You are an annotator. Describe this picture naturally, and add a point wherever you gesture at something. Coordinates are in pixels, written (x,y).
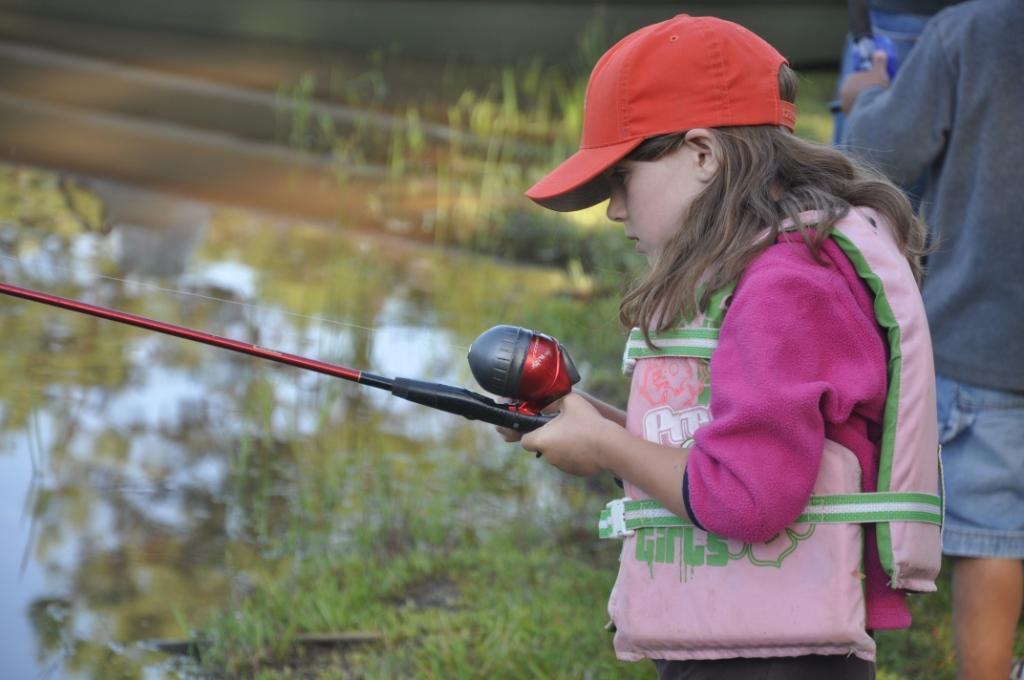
In this picture I can see a girl (573,441) holding a fishing stick (399,390) in her hand (581,409) and I can see a man (935,122) in the right side (942,101) and I can see water (351,238) and grass (478,533).
